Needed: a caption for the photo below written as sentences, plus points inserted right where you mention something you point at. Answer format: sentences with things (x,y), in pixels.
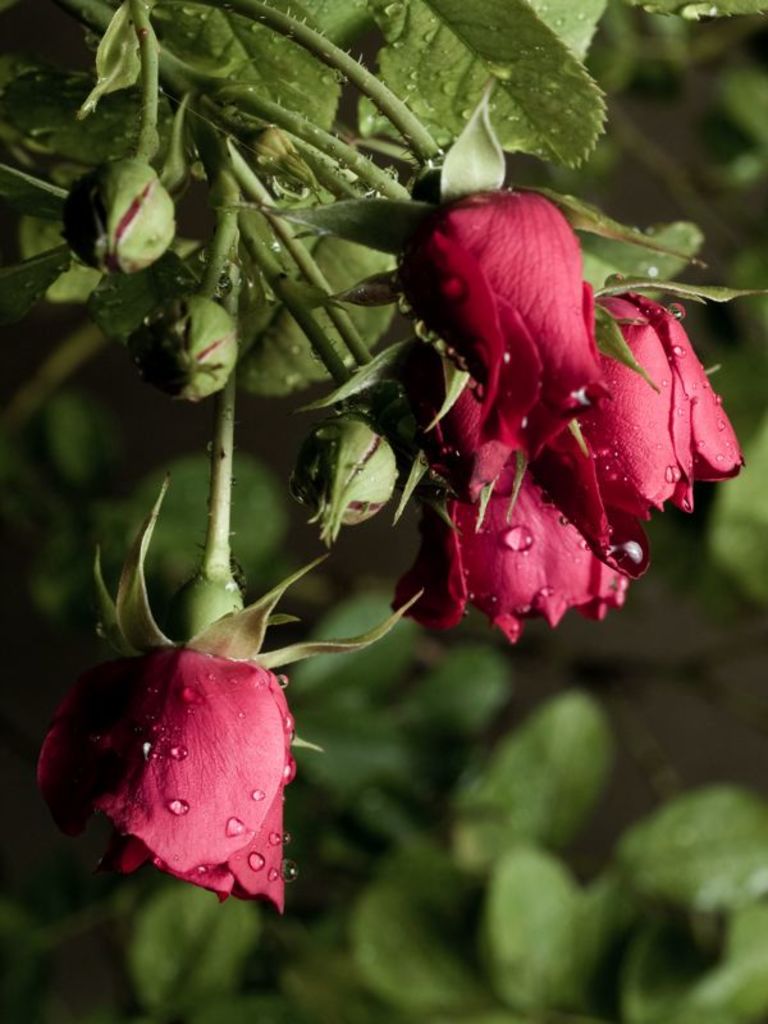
In this image, we can see flowers (239,689), buds (356,469) and leaves (477,53). In the background (496,664), image is blurred.
